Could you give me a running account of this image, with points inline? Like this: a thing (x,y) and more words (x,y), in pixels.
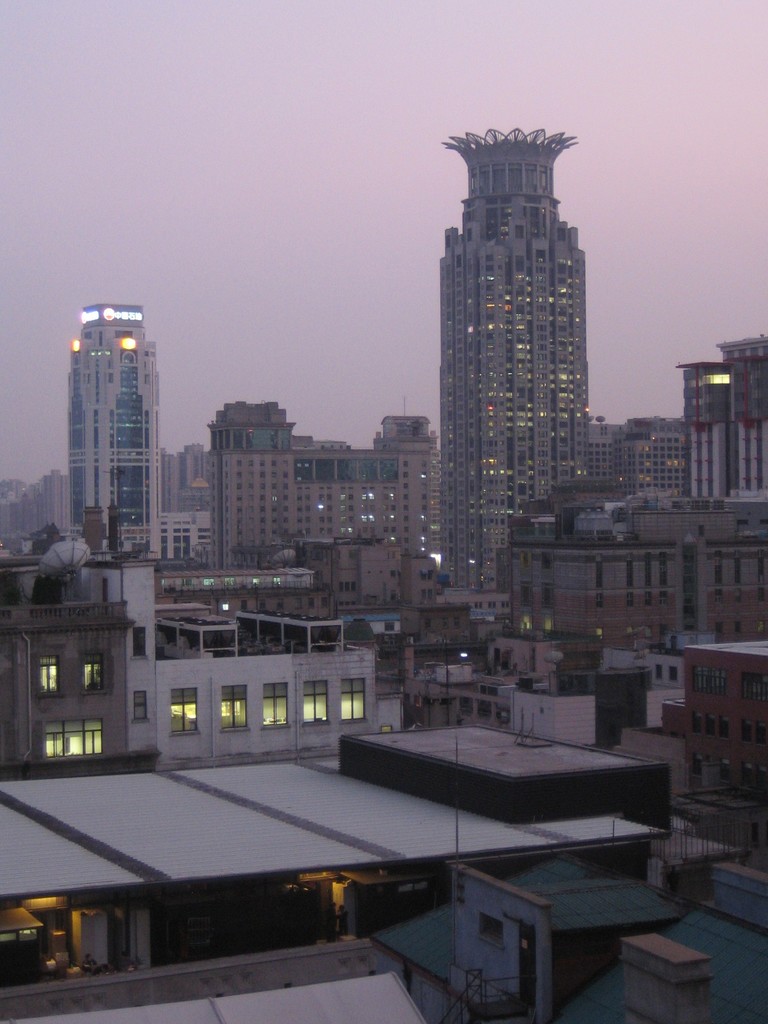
In this picture we can see buildings (399,685), windows (576,461), lights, and boards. In the background (328,310) there is sky (701,325).
